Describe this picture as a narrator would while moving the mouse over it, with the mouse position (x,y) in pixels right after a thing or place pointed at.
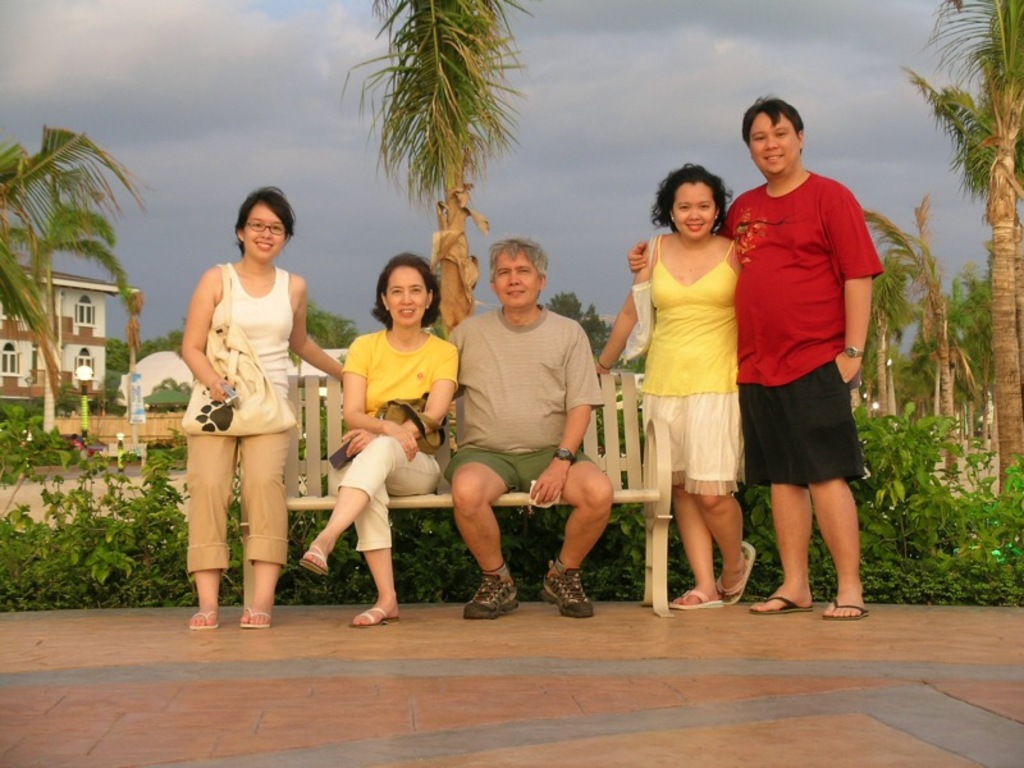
In this picture we can see a man (457,342) and a woman (409,356) sitting on the chair (586,419). There are two people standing on the right side (722,272). We can see a woman (225,481) wearing a bag (237,348). There are few plants (234,593) from left to right. We can see a building (23,339), pole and trees (424,180) in the background (138,349). Sky (655,155) is cloudy.
